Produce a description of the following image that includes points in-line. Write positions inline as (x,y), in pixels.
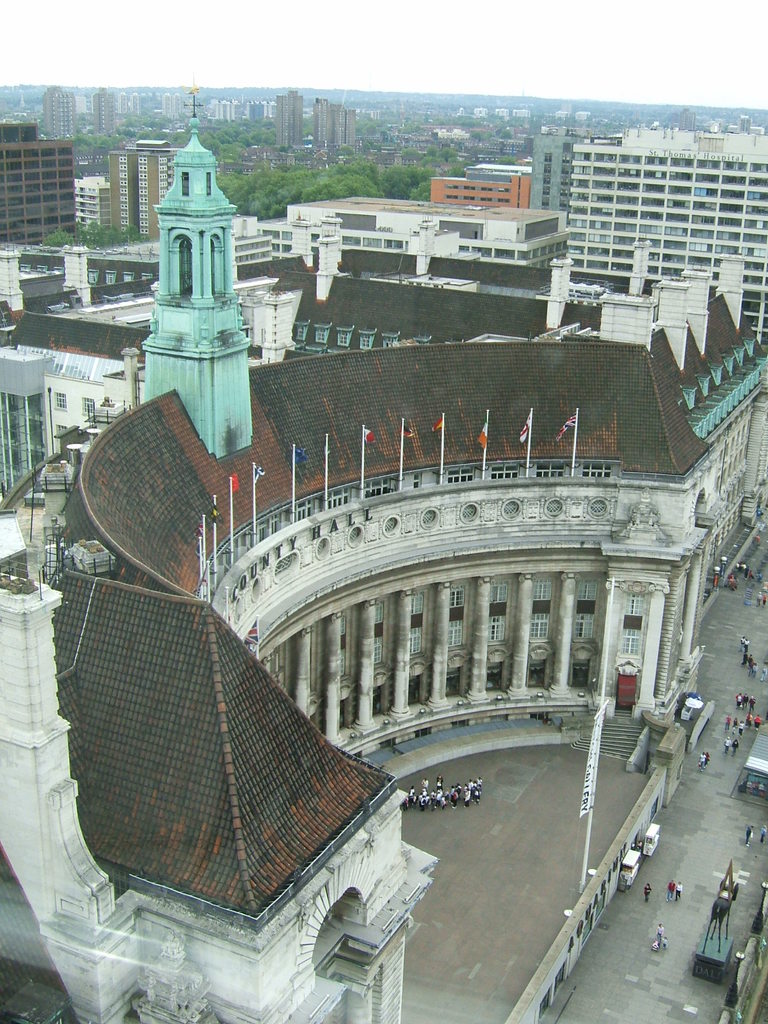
In this image we can see the aerial view of a city (467,150). In this we can see trees (312,170), buildings (283,133), tower (199,274), flags (301,459), pillars (516,649), poles (586,863) and some persons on the floor (547,773).
